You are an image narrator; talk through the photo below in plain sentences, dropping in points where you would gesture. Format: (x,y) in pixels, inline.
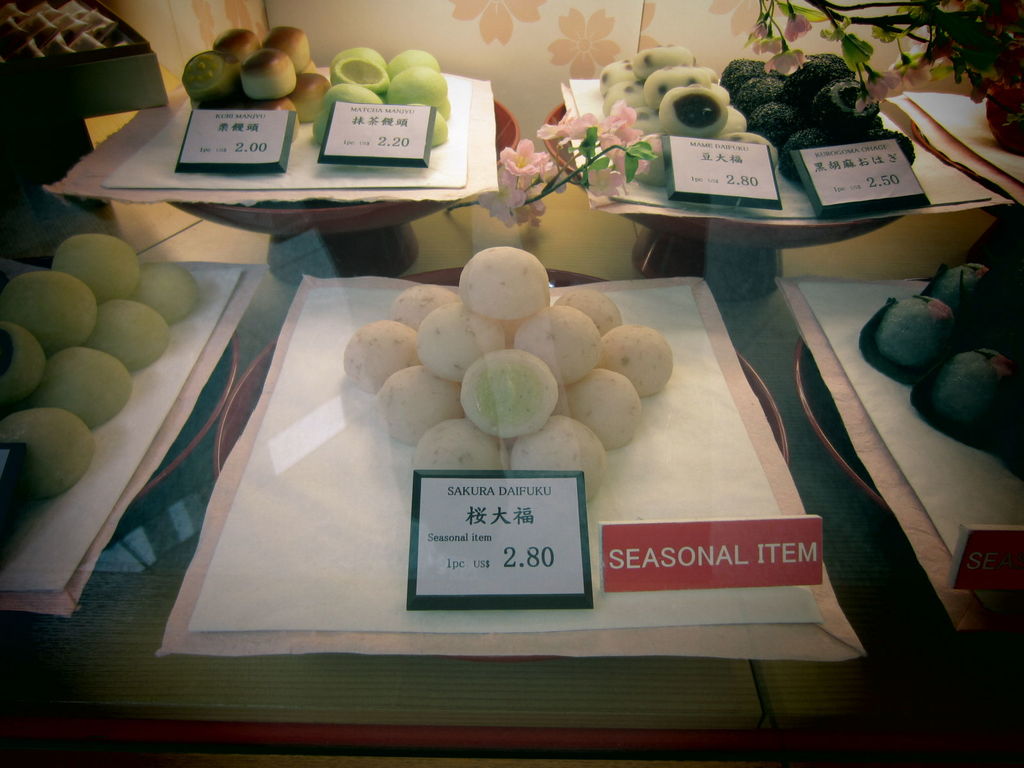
In this picture we can see different kinds of food items (422,340) on the paper (308,362). On the paper (377,169) there are price boards (252,137) and behind the food items (734,120) there are other things (769,26).
